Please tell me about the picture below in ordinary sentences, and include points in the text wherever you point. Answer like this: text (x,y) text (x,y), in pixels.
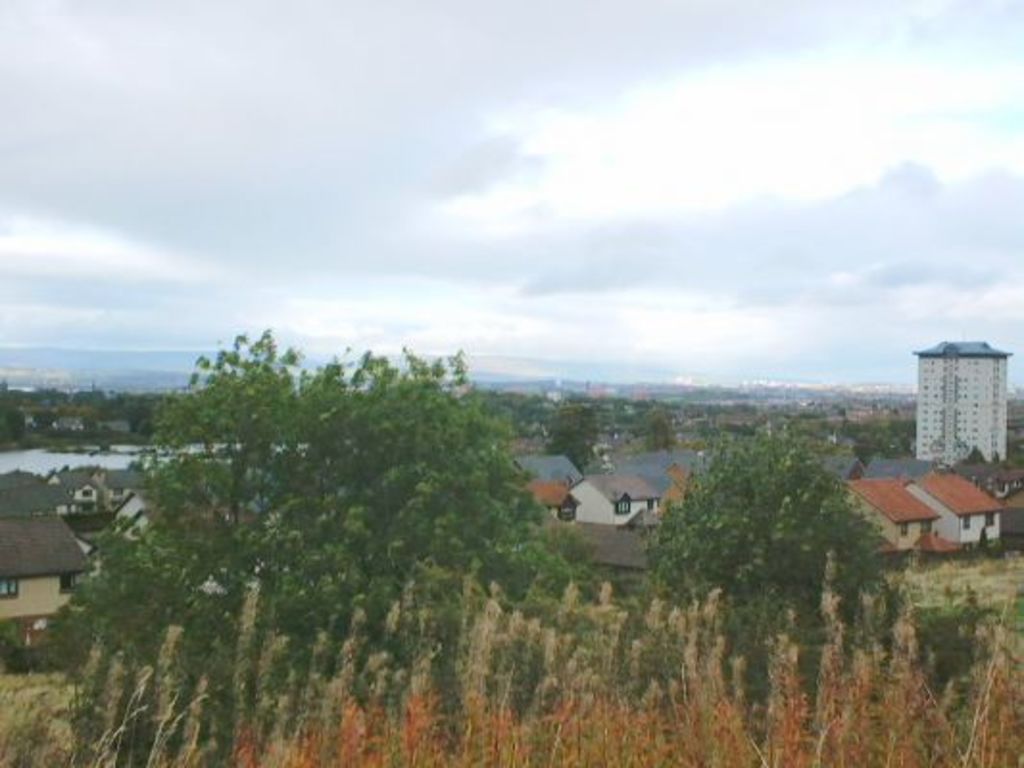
In this image I can see few trees (523,531) and bushes (464,660) in the front (710,658). In the background (825,444) I can see number of buildings (915,472), number of trees (887,427), clouds (536,283) and the sky (408,112).
